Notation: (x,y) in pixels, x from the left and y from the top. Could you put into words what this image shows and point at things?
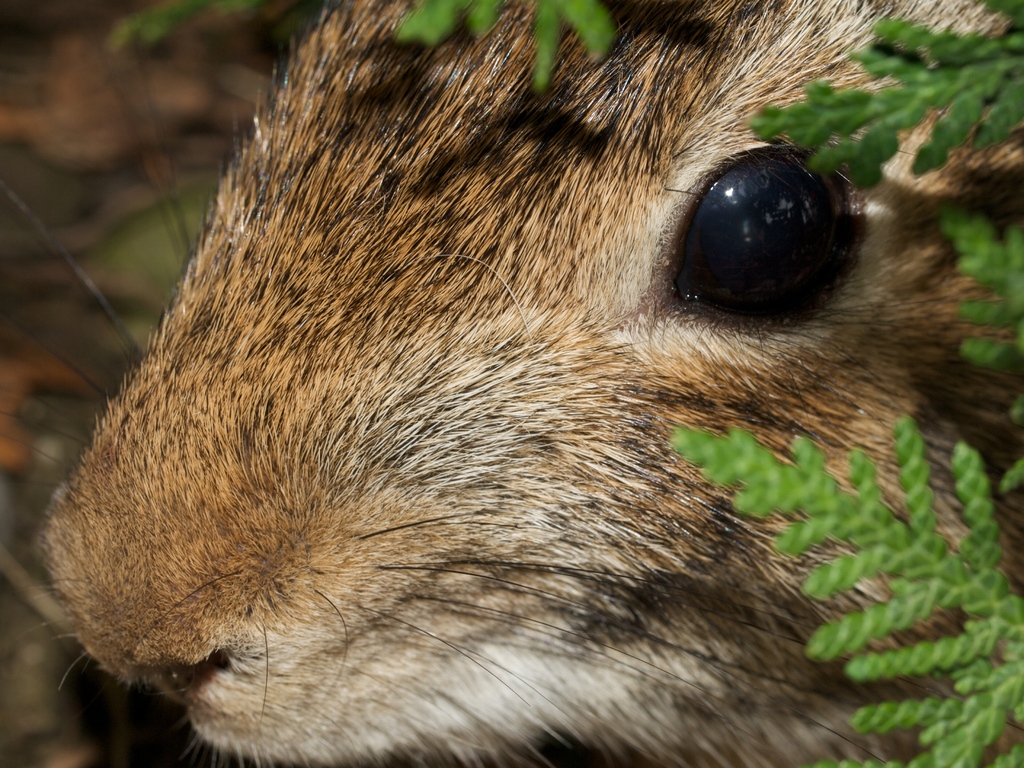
In the picture I can see a closer view of an animal (553,416), here we can see the plants (811,114) and the background of the image (16,301) is blurred.
